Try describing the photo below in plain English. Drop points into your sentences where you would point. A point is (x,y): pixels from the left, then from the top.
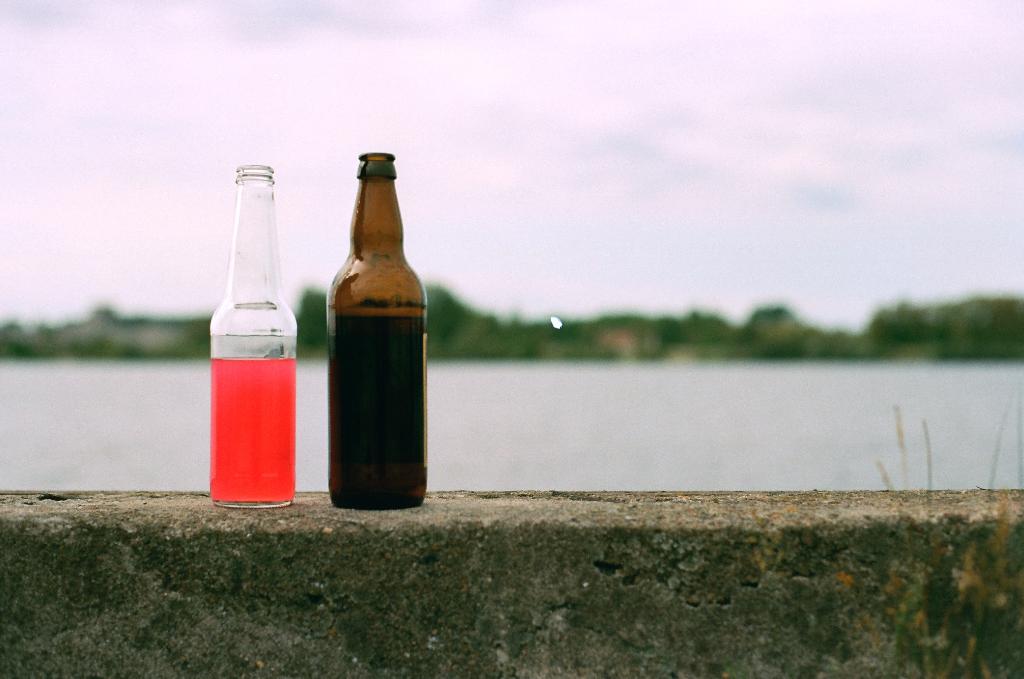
In this picture there are two bottles (279,489) kept on a wall (570,517) in the background (772,436) is a lake (635,401) and the sky (681,145) is cloudy.
